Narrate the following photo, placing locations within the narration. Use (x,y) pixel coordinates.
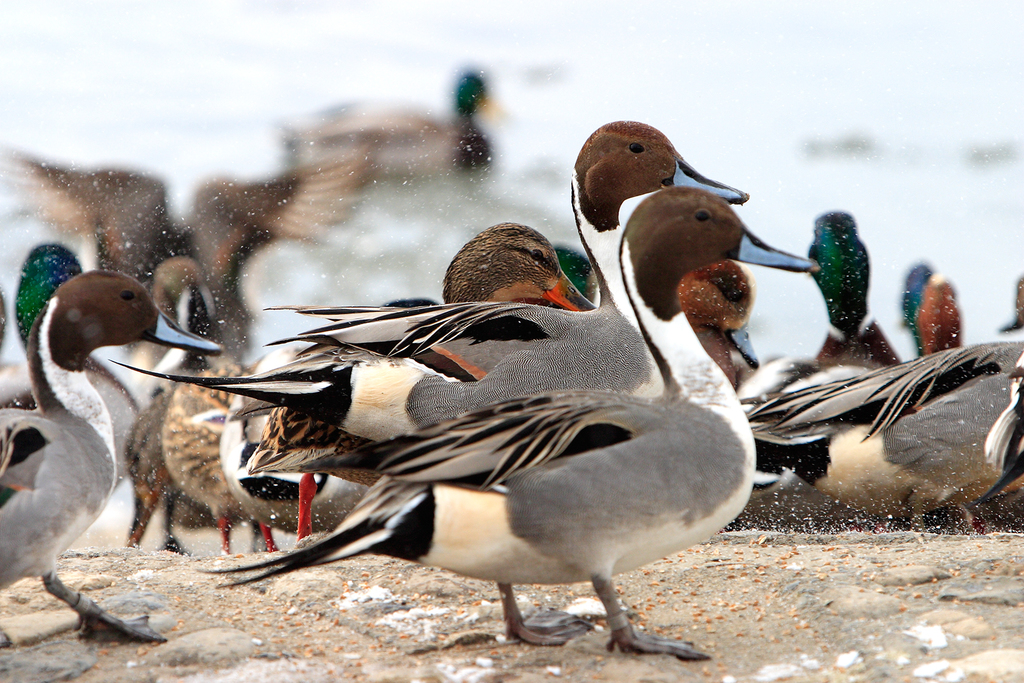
In this image I can see few birds (986,453), they are gray and brown color. Background (879,199) I can see water (549,236) in white color.
